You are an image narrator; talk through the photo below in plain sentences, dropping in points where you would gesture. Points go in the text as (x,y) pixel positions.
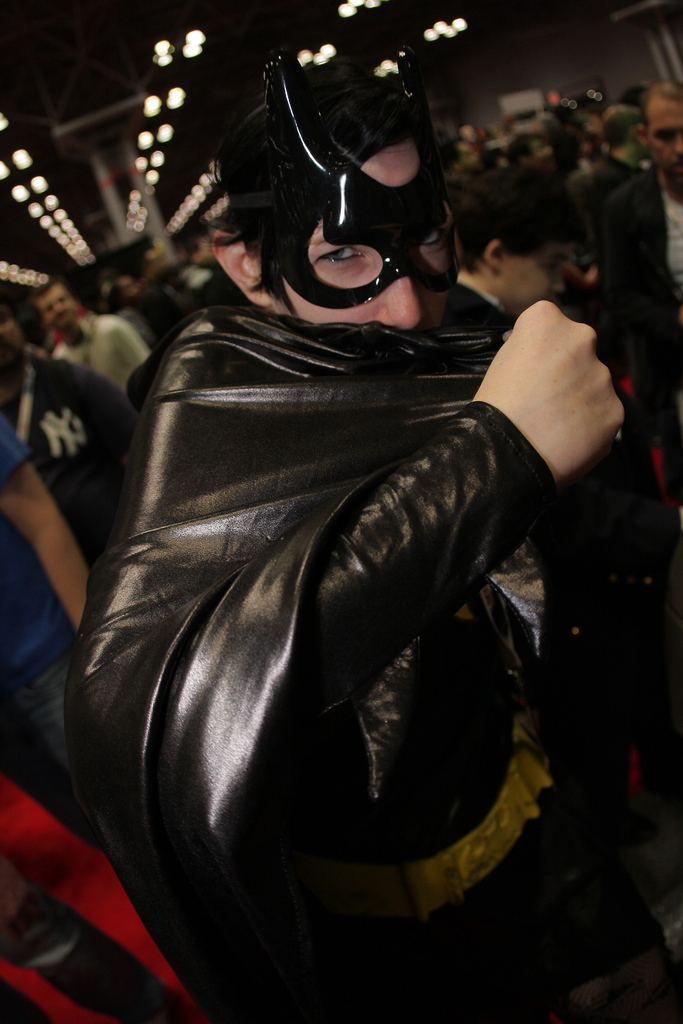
In this image we can see a person (290,521) wearing batman dress (358,544) and at the background of the image (14,398) there are some other persons (648,91) standing, there are lights (212,199).
